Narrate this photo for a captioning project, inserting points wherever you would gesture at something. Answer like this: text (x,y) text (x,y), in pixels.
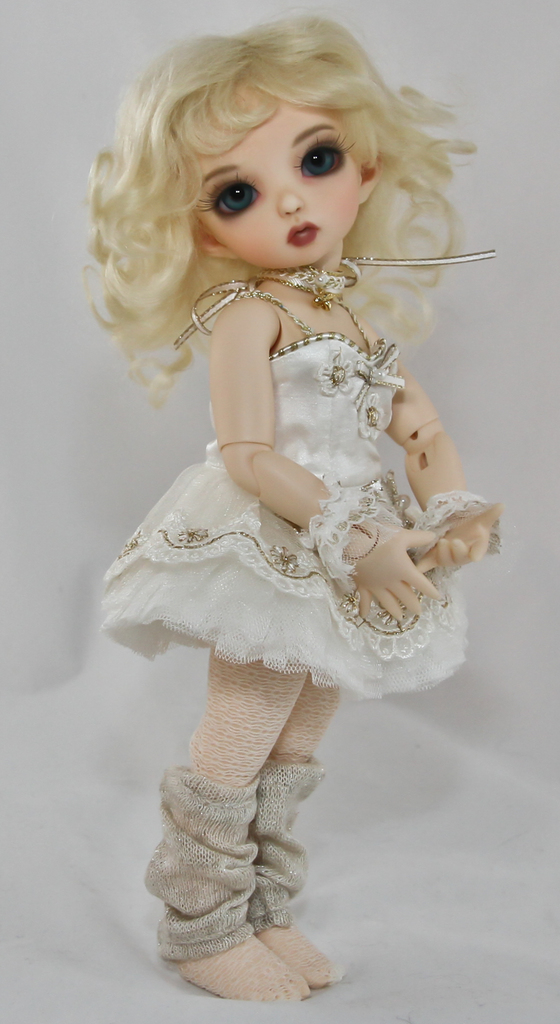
In this picture I can see a doll (235,739) on an object (416,919).
